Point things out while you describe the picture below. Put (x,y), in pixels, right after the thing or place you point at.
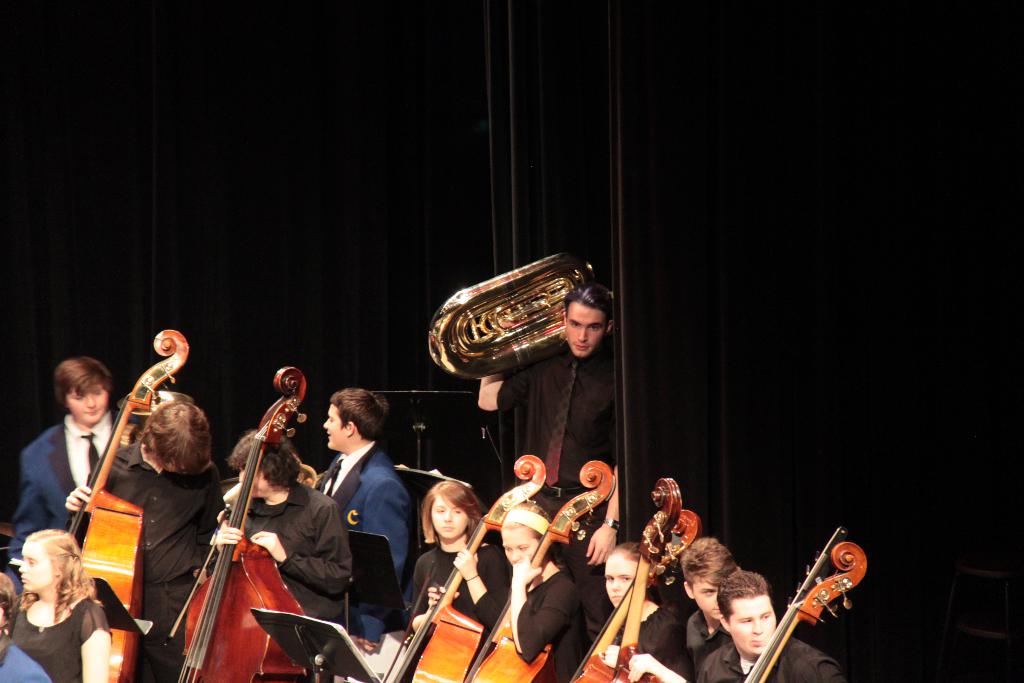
In the image few people (93,674) are playing some musical instruments (249,639) and standing. Behind them there is a curtain (366,187).
